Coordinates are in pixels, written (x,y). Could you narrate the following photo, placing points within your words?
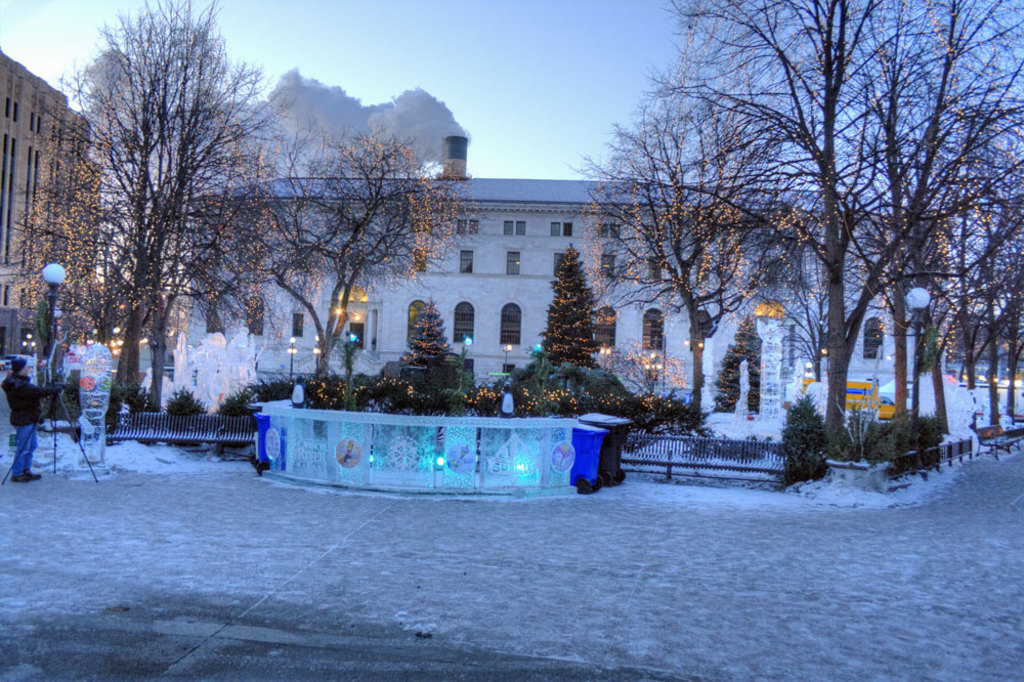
In the foreground (464,471), I can see a fence (649,469), boxes (594,422), houseplants (831,450), trees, lights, light poles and a person (24,450) is standing in front of a stand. In the background (285,349), I can see snow (160,501), buildings (374,330), windows (660,327), smoke (400,122) and the sky (498,142). This picture might be taken in a day.
